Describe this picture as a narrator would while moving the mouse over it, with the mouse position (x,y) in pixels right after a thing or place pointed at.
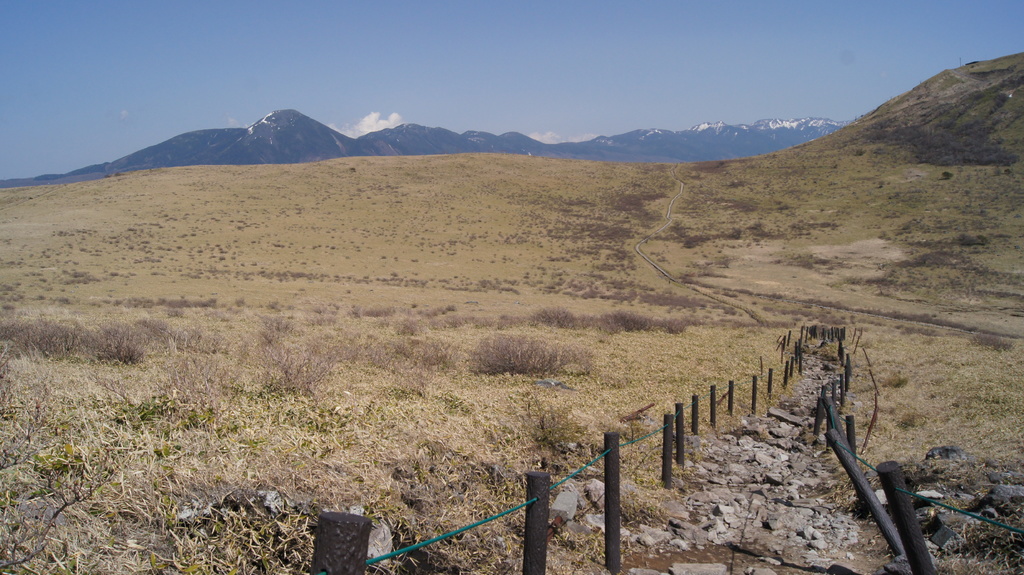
There is an open land (518,256) covered with a lot of grass (476,370) and in the middle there is a path (772,435) filled with stones (812,389) and in the background (438,152) there are many mountains (702,127).
